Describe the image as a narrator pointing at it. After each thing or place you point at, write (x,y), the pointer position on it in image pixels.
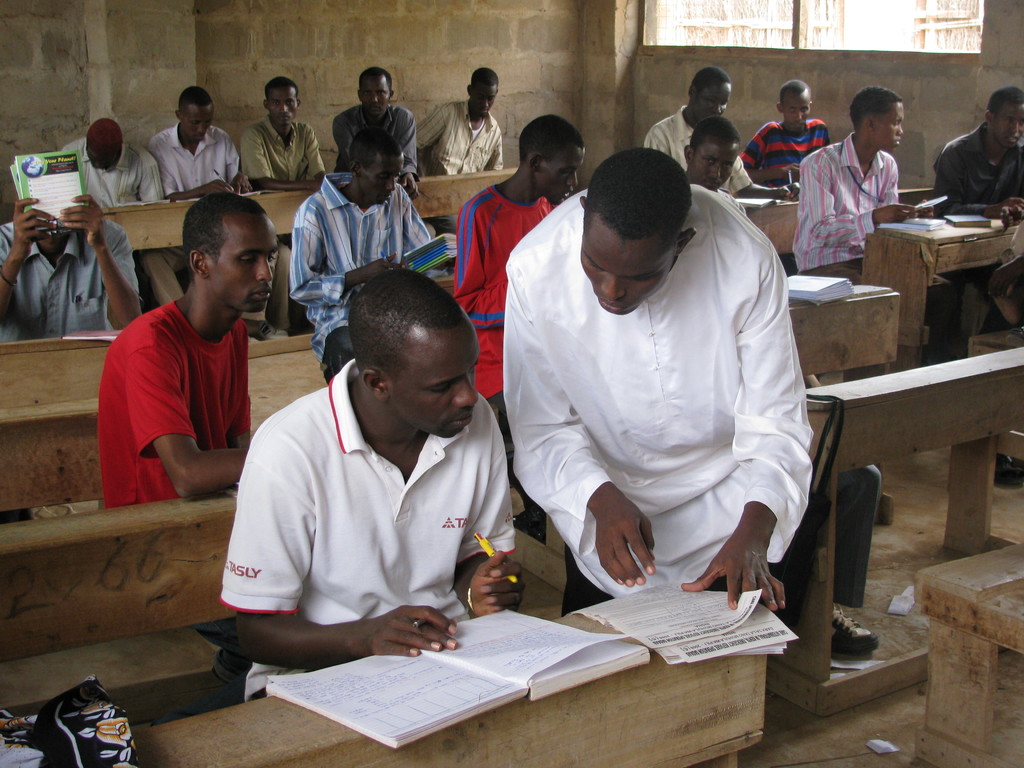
In the picture we can see some group of persons (444,407) sitting on benches (33,398) and we can see some persons (290,416) holding books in their hands (501,599) and in the background of the picture (298,17) there is a wall (340,8) and window (893,51).
